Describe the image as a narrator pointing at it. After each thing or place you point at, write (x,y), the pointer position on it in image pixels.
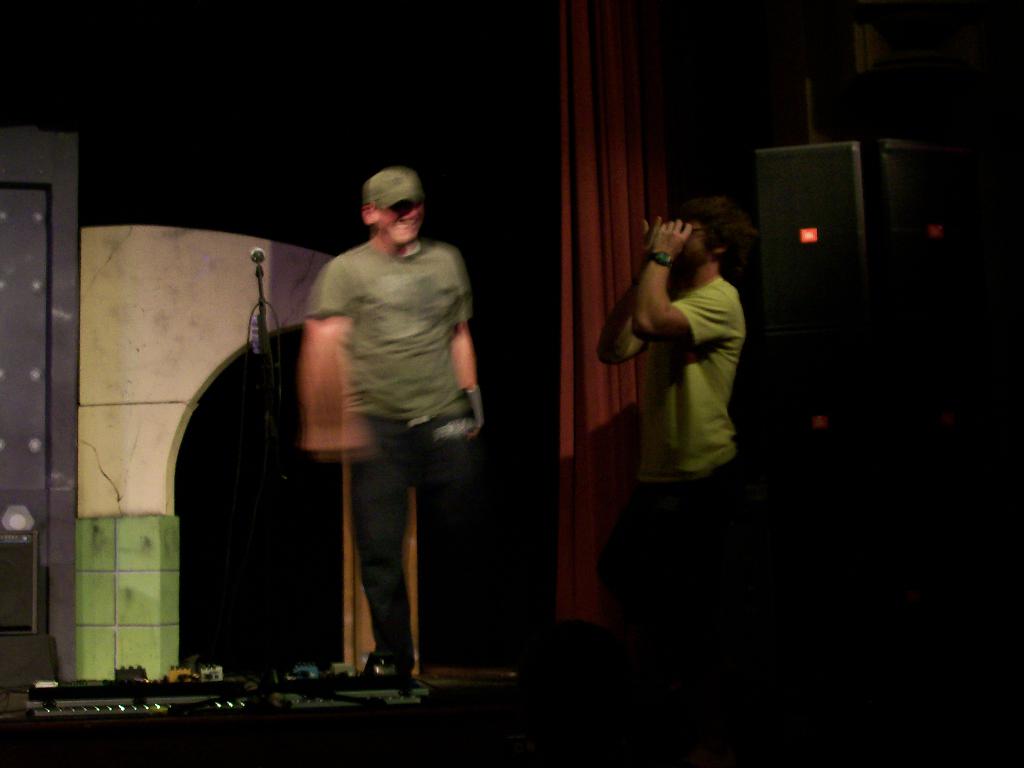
In the image we can see two (432,468) standing and wearing clothes (712,432). The right side man (668,407) is wearing a wrist watch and the left side man (419,425) is wearing a cap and he is smiling. Here we can see a microphone (262,300), electronic device (241,703), curtains (605,205) and the background (404,79) is dark.
